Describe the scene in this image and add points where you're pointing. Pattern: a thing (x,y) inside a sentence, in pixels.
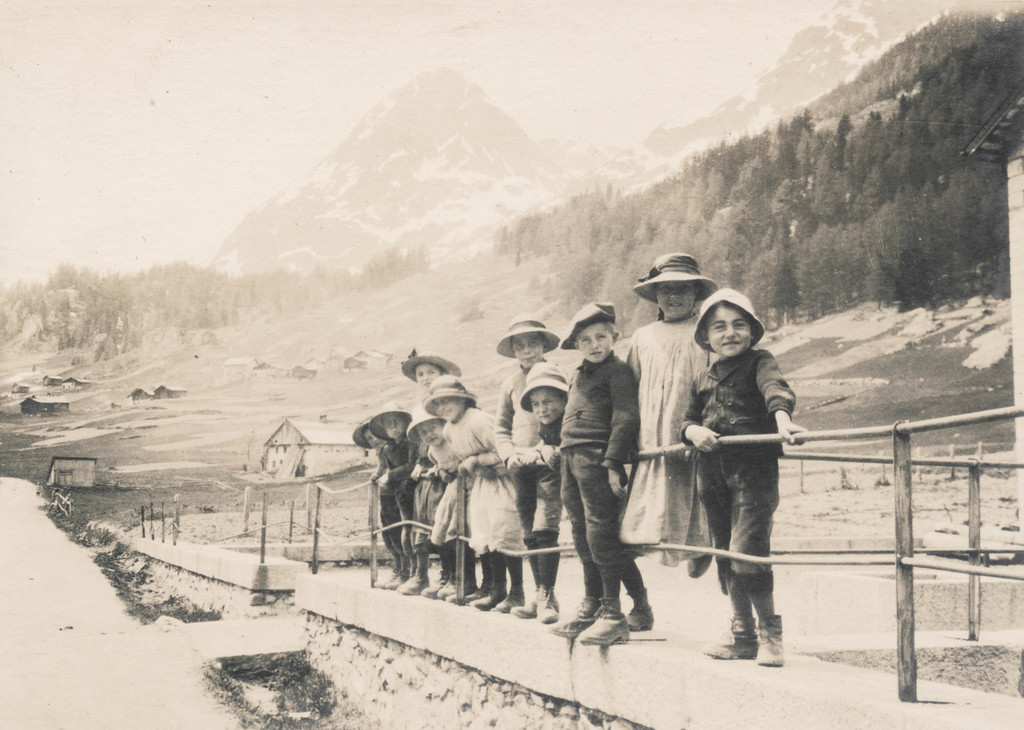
This is a black and white picture. In this picture we can see a group of children (666,409), fences (901,447), walls (193,547), grass (80,521), houses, caps (580,332) and some objects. In the background (384,279) we can see trees (80,300) and mountains (578,158).
